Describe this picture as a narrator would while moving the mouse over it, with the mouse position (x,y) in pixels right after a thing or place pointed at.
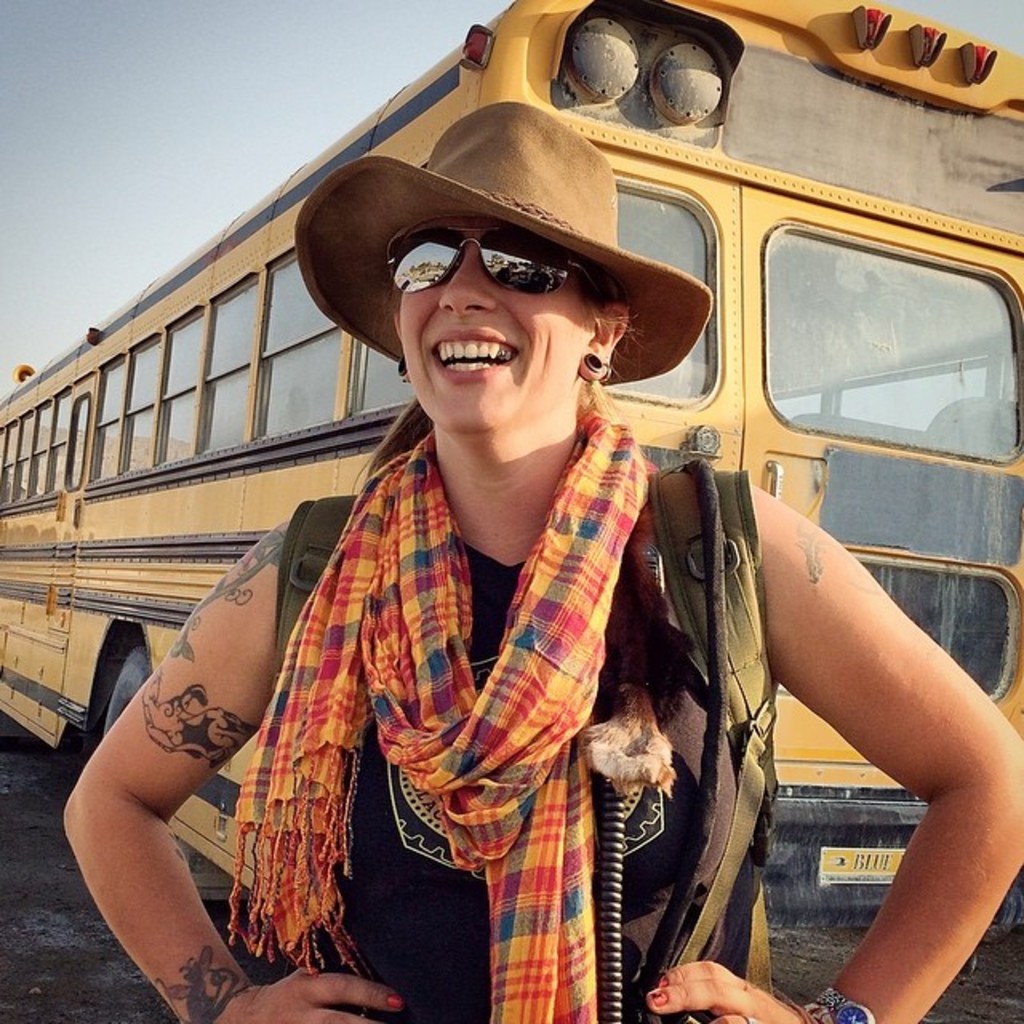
In this picture we can see a woman (503,466), she is smiling, and she wore a cap (459,150) and spectacles (530,256), in the background (361,460) we can see a bus (314,432).
